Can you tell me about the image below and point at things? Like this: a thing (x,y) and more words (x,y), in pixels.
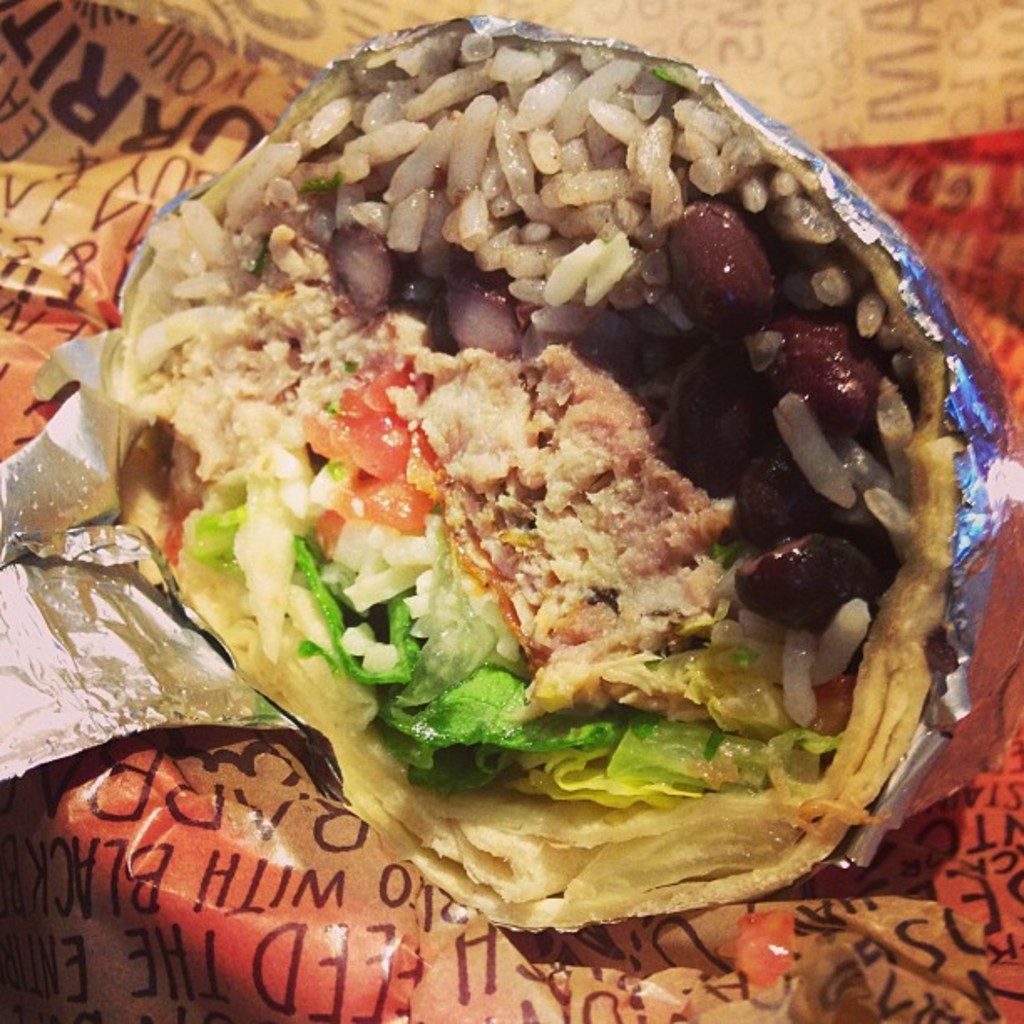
In this picture we can see food (589,526) and covers (127,801) with text (147,938).
